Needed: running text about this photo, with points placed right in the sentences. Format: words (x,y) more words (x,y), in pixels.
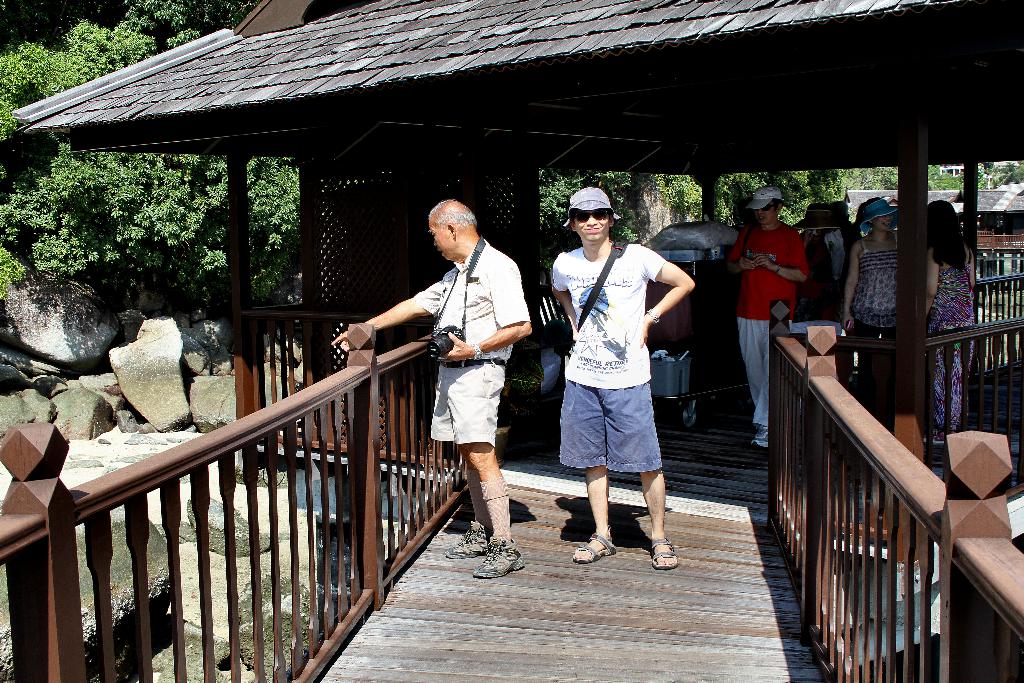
In this picture there is a man (639,253) who is wearing goggle (605,219), cap (597,204), t-shirt (626,336), short (626,438) and sandal (654,553). Beside him we can see an old man (452,280) who is holding a camera (449,331), standing near to the wooden fencing (327,489). Here we can see group of persons (869,250) are standing under the hut (844,87). On the left (172,187) we can see trees (174,251) and stones (66,356). Here we can see water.
